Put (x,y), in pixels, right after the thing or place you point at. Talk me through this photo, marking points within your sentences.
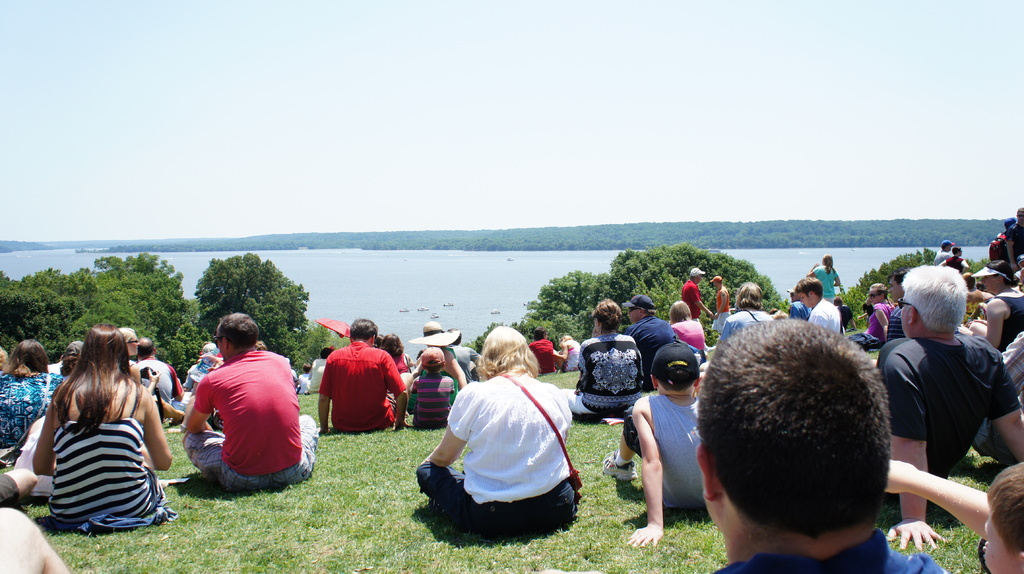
There are persons (724,297) in different color dresses (254,359), some of them are standing and remaining are sitting on the grass (629,530) on the ground (640,516). In the background (525,288), there are trees (547,311), there are boats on the water (532,299), there are mountains (856,225) and there is sky (537,105).
